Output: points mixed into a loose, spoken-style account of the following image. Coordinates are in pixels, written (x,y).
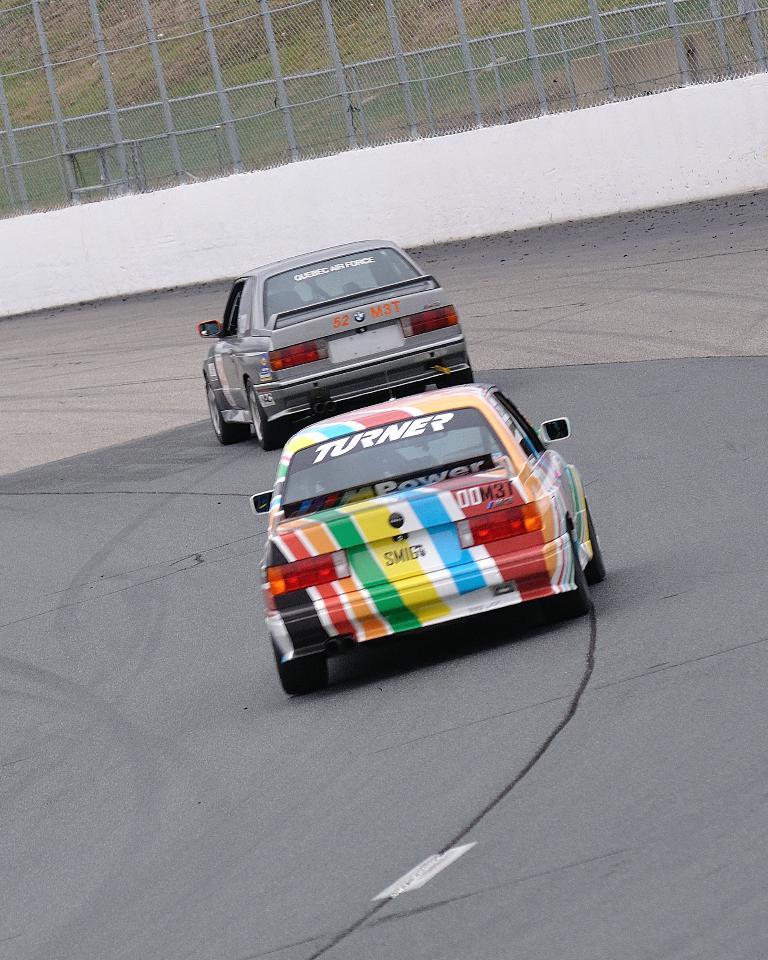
Here we can see two cars (285,637) on the road (551,915). In the background (360,18) there are poles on a platform (247,228), fence (178,97) and grass (178,97) on the ground (63,94).
